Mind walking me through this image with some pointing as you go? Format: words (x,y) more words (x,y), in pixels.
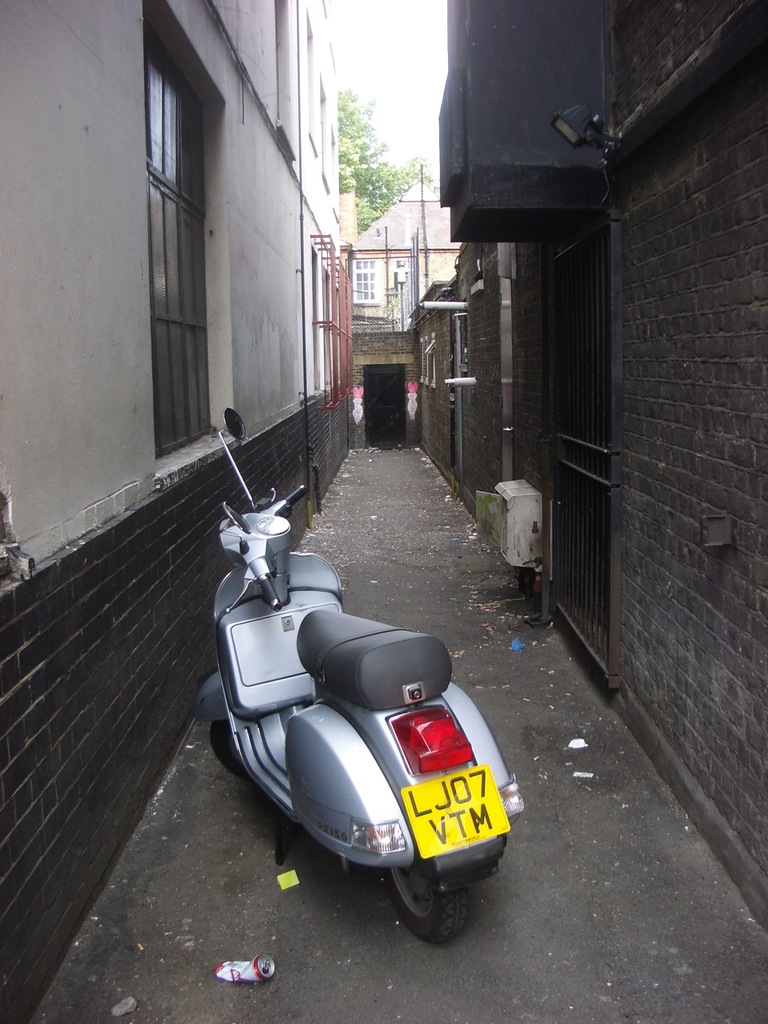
As we can see in the image there is a motorcycle (376,801), buildings (182,339), window (192,260), tree (377,185) and sky (398,81).
